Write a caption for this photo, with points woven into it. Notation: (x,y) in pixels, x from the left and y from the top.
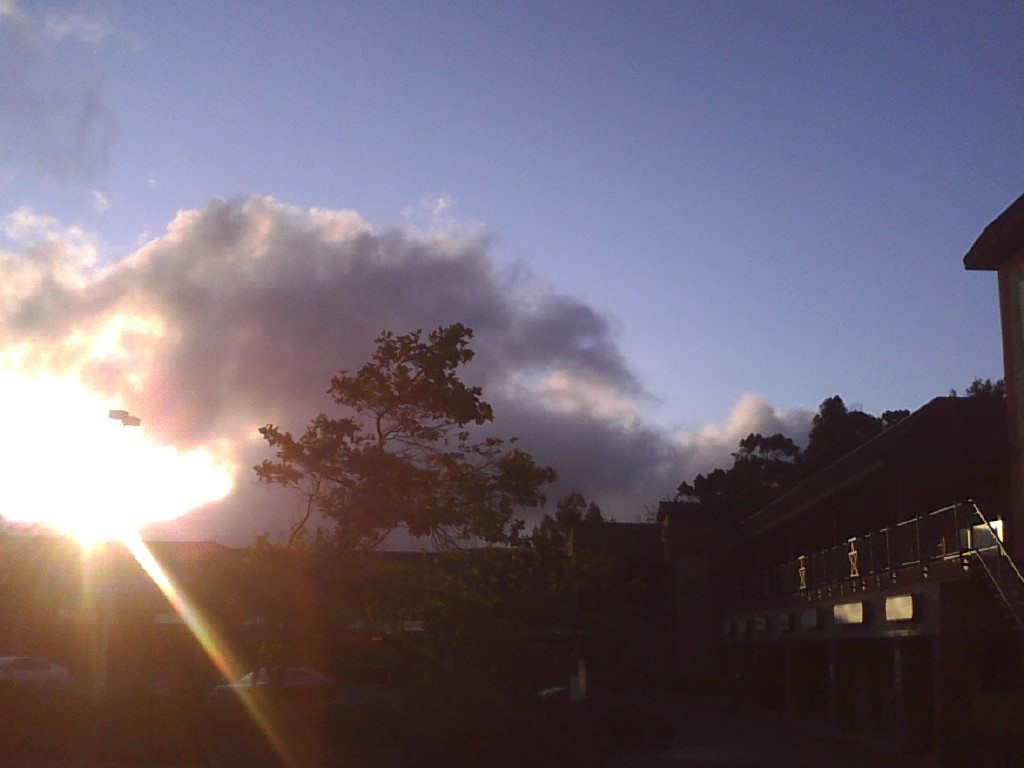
In the image we can see there are trees (424,565) and there are buildings (630,552). There is sunlight (76,407) in the sky (67,363) and there is a cloudy sky (530,222).
